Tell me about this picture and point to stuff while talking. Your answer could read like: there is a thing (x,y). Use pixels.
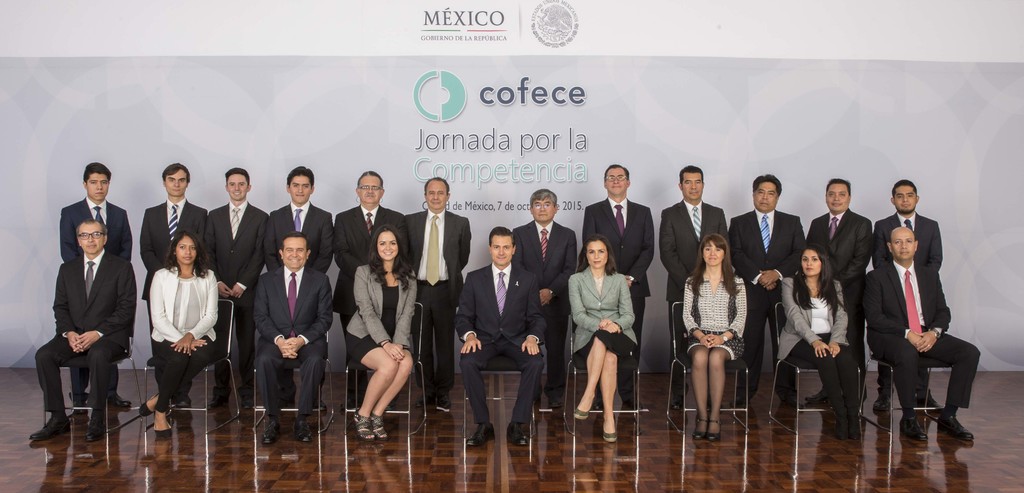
In this image we can see a group of people (713,337) sitting on chairs (126,359) placed on the ground (779,451) and a group of people (664,220) wearing suits (920,226) are standing. In the background (276,105), we can see a wall (467,131) with some text (543,97) on it.
